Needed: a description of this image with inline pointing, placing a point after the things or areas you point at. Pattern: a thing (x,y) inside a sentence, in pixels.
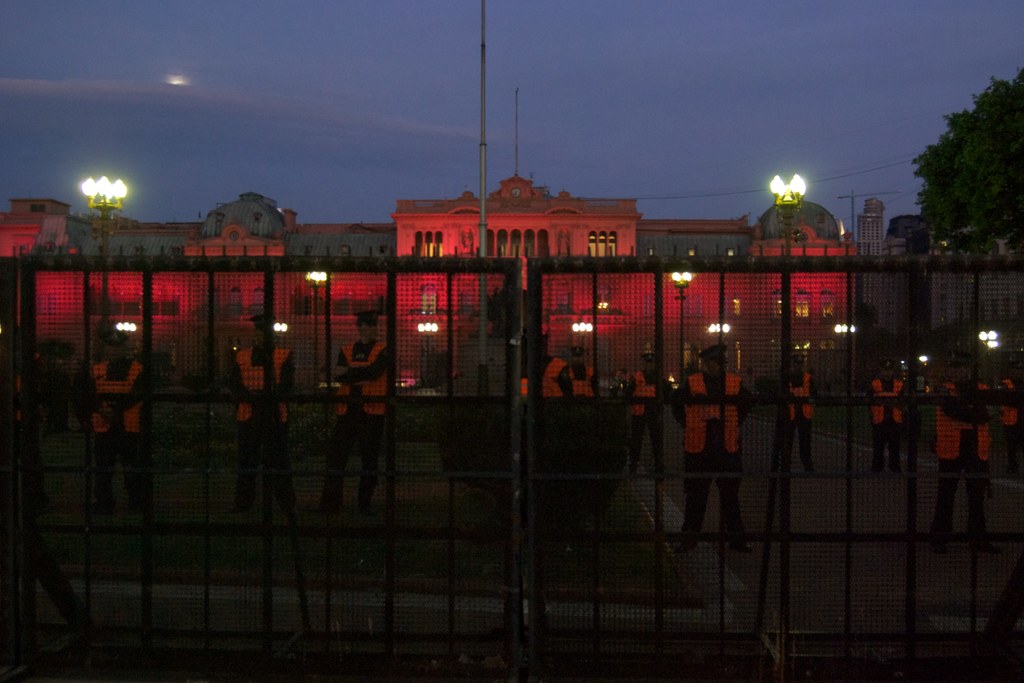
This image is taken during the night time. In this image we can see the gate (562,481) and behind the gate (88,386) we can see the people (713,385) wearing the uniform (689,426). We can also see the buildings (735,243), light poles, wires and also a tree (954,199) on the right (997,191). At the top (583,113) we can see the sky (561,14). We can also see the road (789,561) at the bottom (753,551).
